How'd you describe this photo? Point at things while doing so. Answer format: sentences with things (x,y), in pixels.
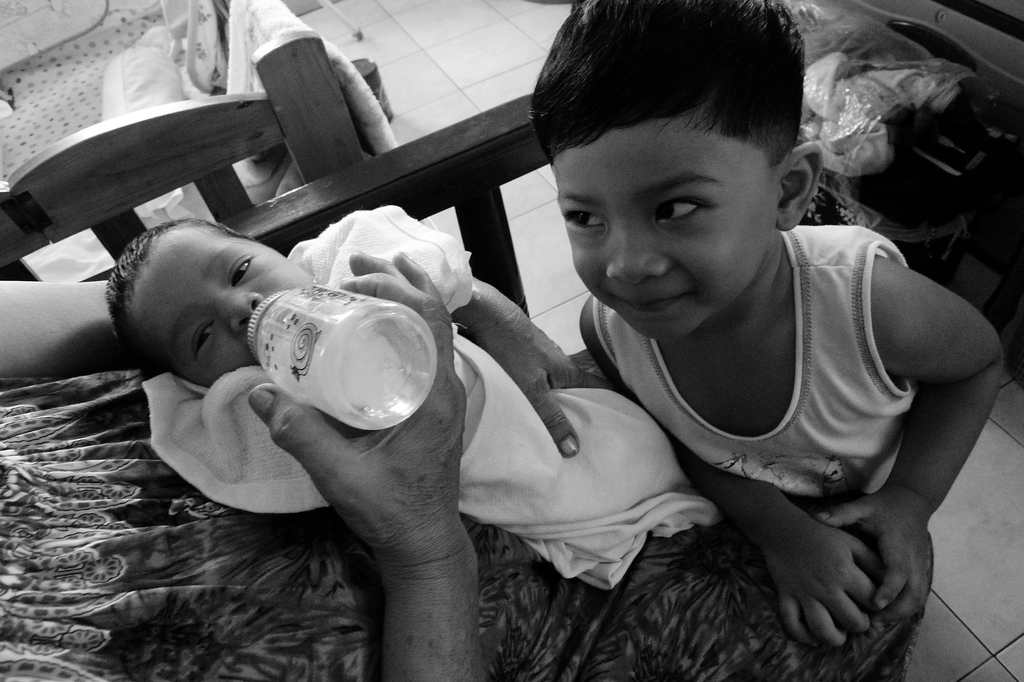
In this image I can see a hand (391,484) of a person (273,395) is holding a bottle (285,380). I can also see two children (250,280), here I can see a smile on his face (701,276). In the background (185,146) I can see a bed (186,107).
